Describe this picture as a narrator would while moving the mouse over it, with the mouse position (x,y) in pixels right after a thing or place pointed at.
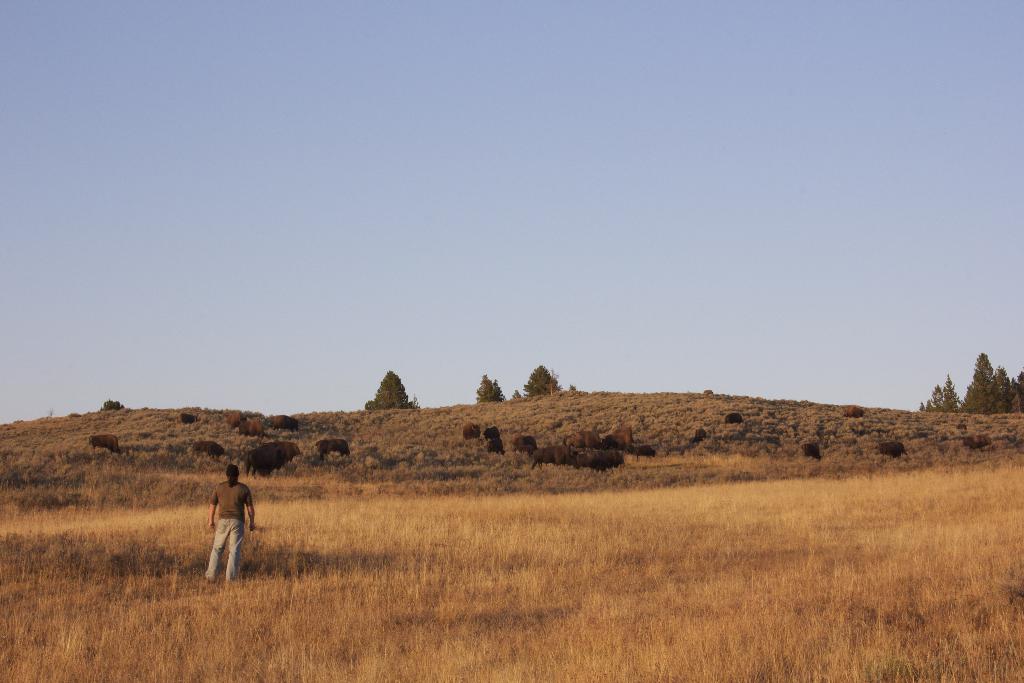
In this image, we can see a group of animals (891,454) are on the grass (572,480). Here a person (236,529) is standing. In the middle of the image (496,399), we can see trees (986,391). Top of the image (765,191), there is a sky (689,267).
